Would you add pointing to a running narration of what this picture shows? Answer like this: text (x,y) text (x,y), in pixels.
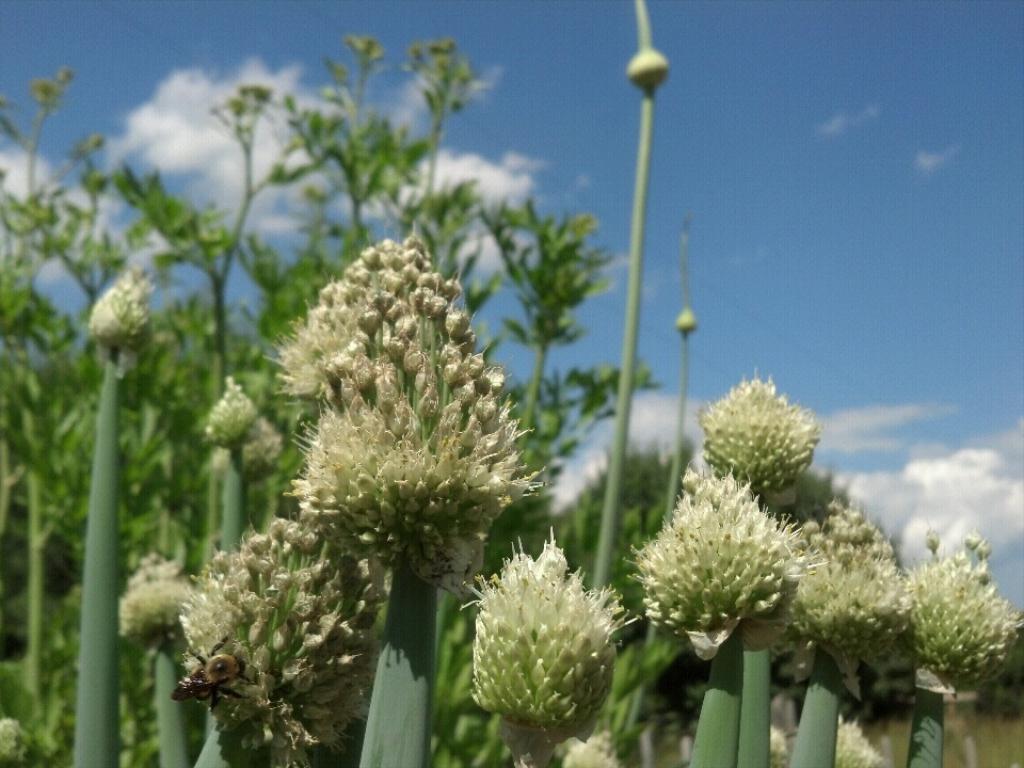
In this image in front (110,717) there are plants (499,562). In the background of the image (783,273) there is sky (840,266).
